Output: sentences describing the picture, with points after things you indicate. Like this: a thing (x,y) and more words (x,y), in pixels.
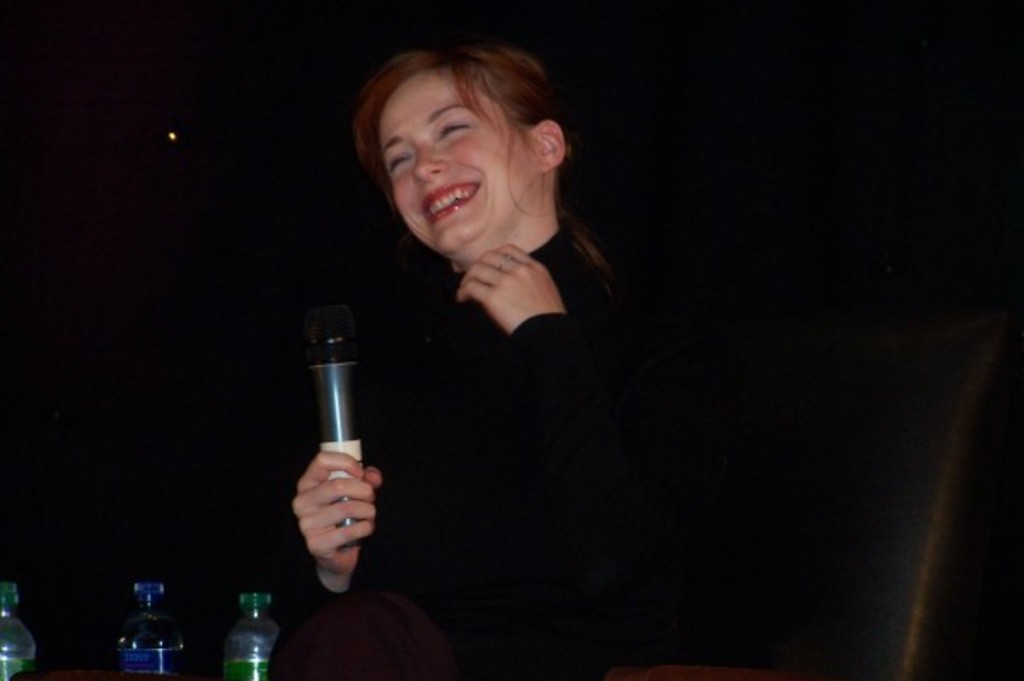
This is a picture of a woman (529,458) in black t shirt (490,406) was holding a microphone (342,337) and sitting on a chair (720,525) in front of the women (456,426) there are water bottles (133,627). Background of the woman (459,295) is in black.
